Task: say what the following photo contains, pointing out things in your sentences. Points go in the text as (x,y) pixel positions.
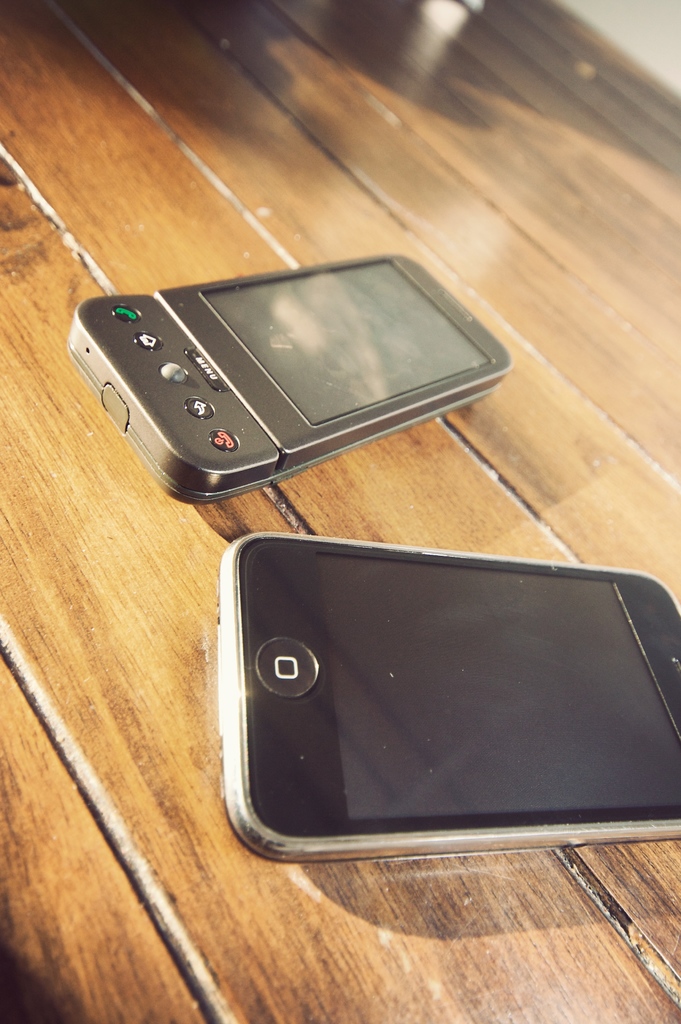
In this image there is a wooden table (50,613) on which there are two mobiles (416,566) one beside the other.
